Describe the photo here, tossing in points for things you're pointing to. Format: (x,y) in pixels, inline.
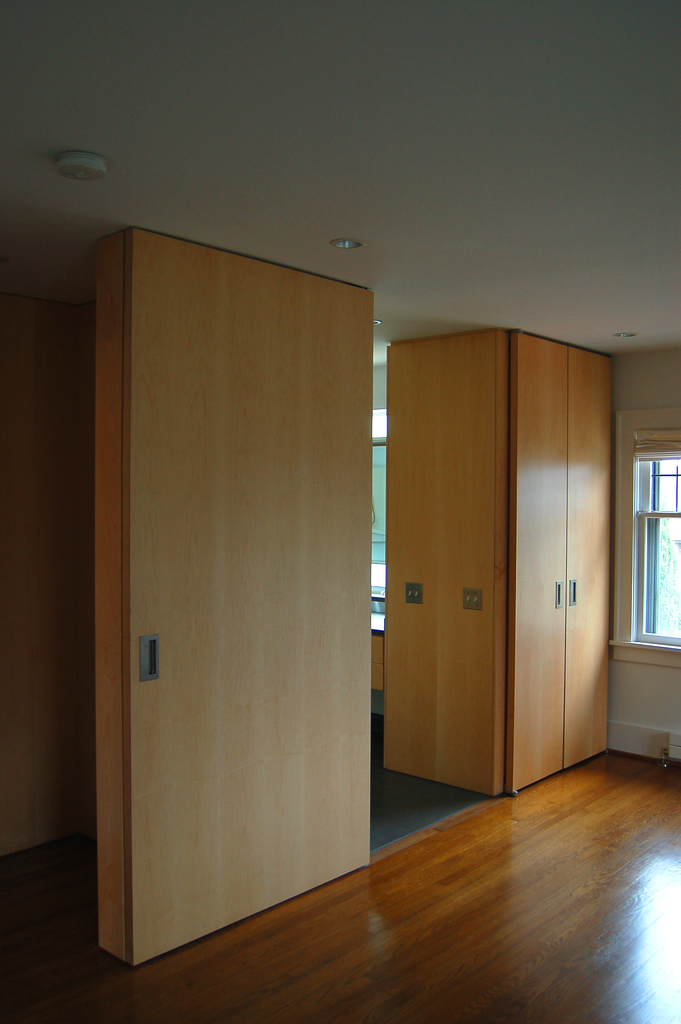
In the image we can see wooden floor (525,910) and cupboards (547,600). There are windows (634,587) and roof (300,84).
